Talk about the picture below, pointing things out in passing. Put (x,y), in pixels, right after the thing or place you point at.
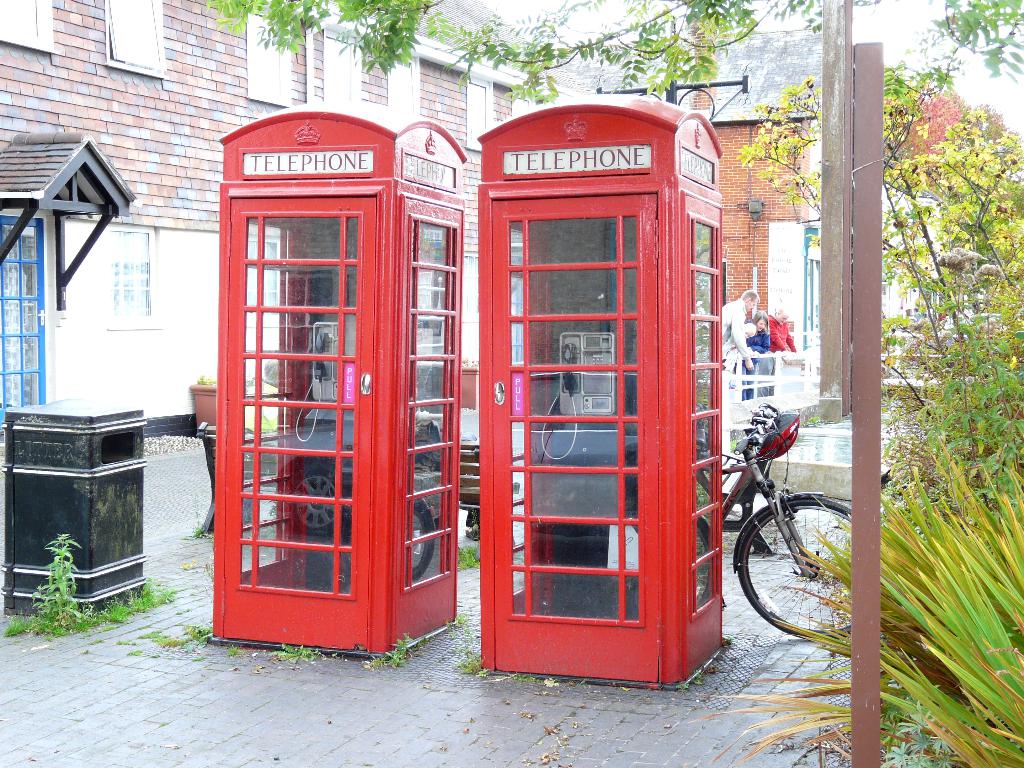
In the pictures I can see phone booths (431,448) which are red in color, a bicycle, plants (457,622), the grass (93,617) and some other objects (477,515). In the background (734,369) I can see people (731,314), a building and fence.
